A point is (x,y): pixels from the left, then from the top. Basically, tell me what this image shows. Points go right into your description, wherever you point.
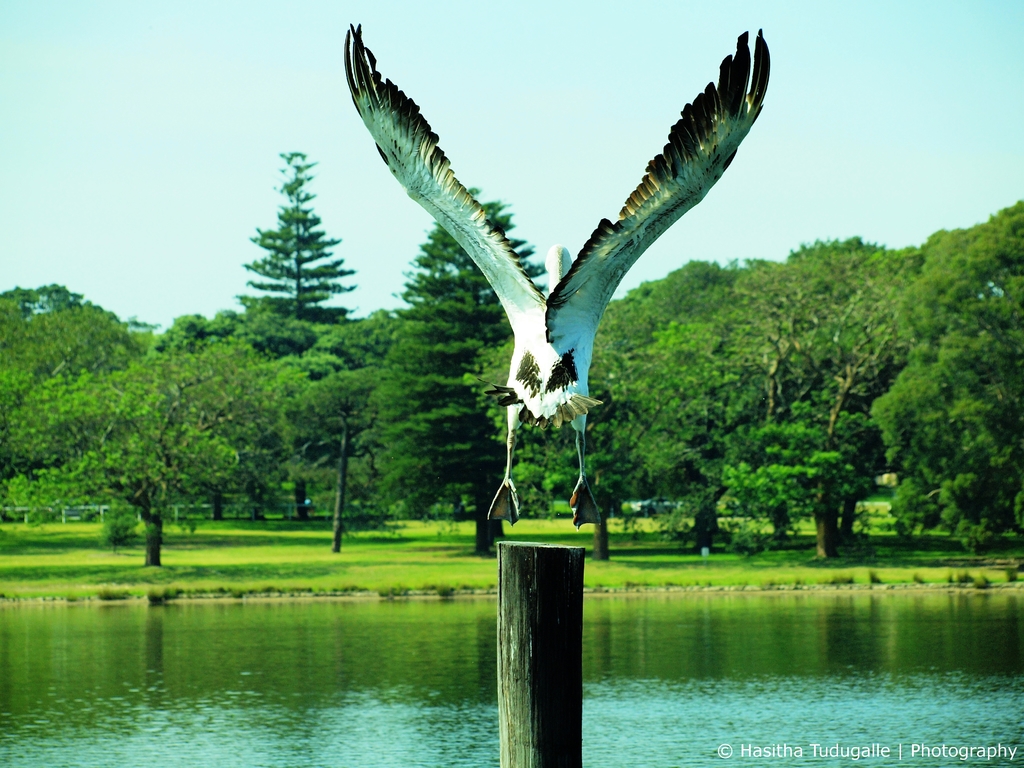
In this image I can see a bird (535,350) which is white, black and cream in color is flying in the air (544,150). I can see the wooden pole (525,620) and the water (414,685). In the background (364,389) I can see few trees (382,443) and the sky (831,142).
